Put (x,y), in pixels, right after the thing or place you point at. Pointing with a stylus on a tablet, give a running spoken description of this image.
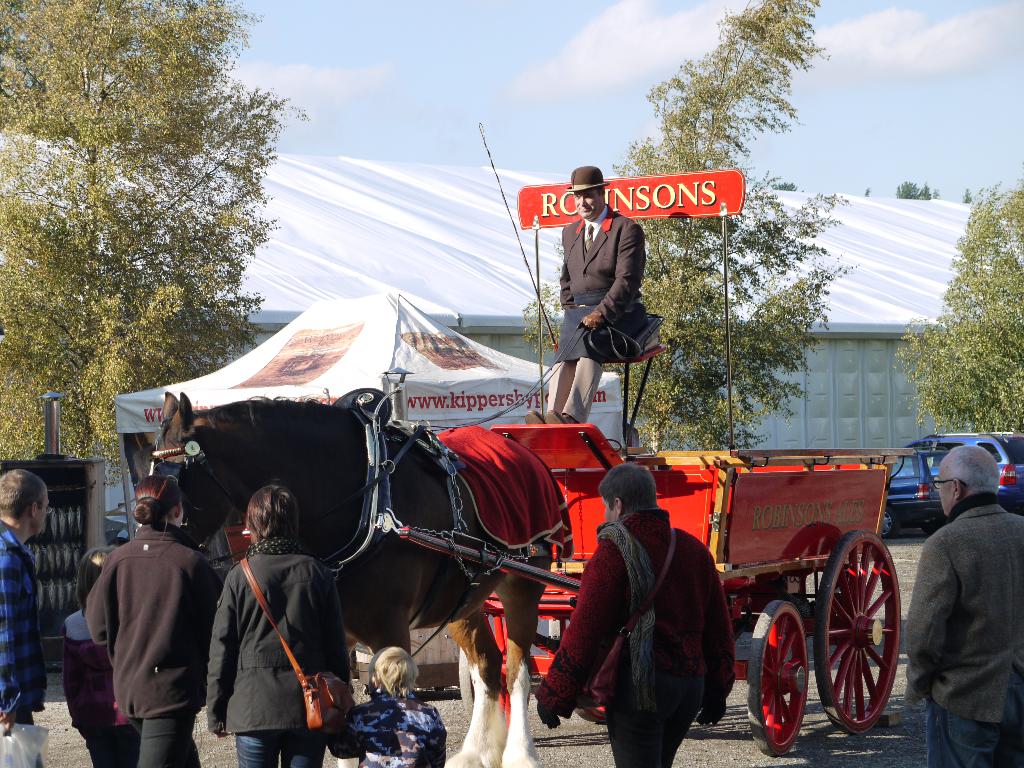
A horse (422,479) with cart (742,505). This person (613,312) is sitting on this cart (657,334). Far there is a tent (382,367). These are trees (974,386). This persons (593,628) are standing. Far there is a vehicle (1000,458).
